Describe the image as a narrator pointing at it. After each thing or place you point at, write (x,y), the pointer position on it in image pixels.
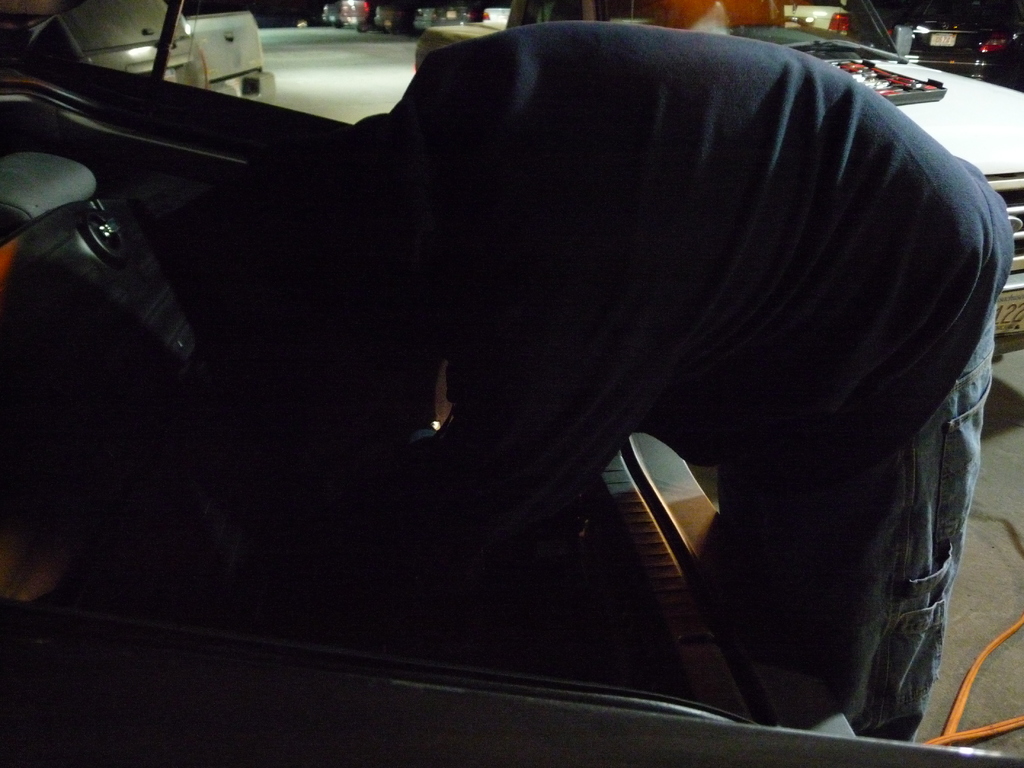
In this picture we can see a person (607,395) in front of the vehicle (138,632), around we can see so many vehicles (958,63).
